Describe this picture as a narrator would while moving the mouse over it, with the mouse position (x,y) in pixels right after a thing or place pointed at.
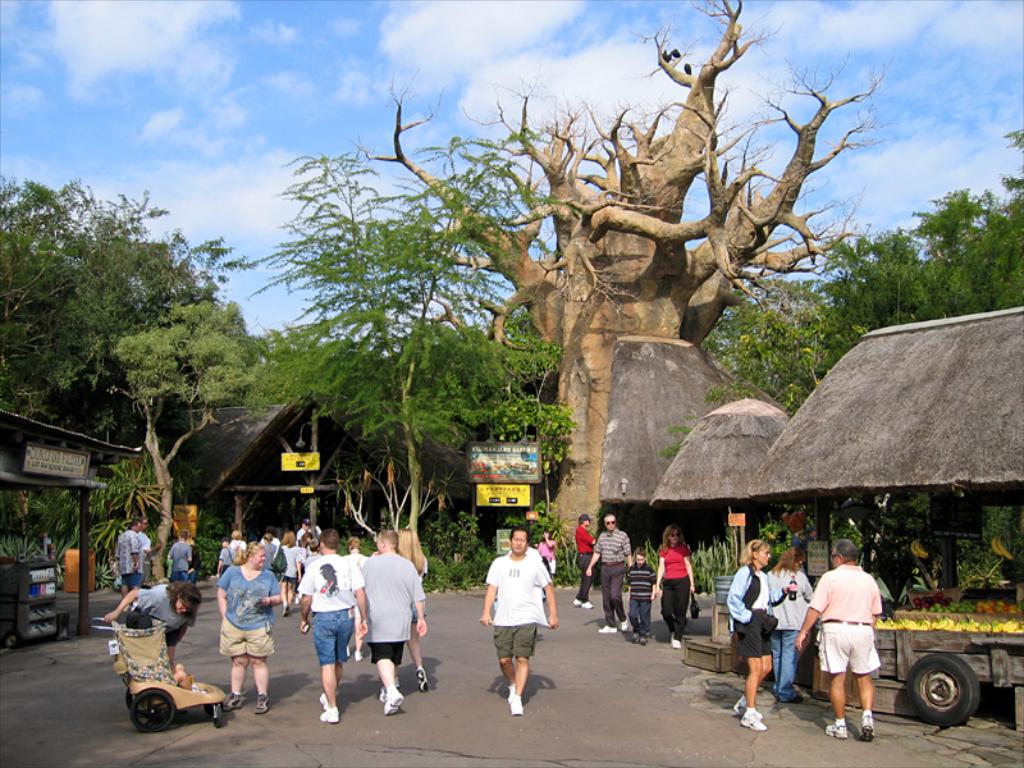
In this image, we can see people (177,565) wearing clothes (177,565). There are some trees (463,318) and huts (815,423) in the middle of the image (637,295). There is a stroller (147,694) in the bottom left of the image (142,691). There is a moving cart (977,681) in the bottom right of the image (975,701). There are clouds (817,33) in the sky (817,33).
